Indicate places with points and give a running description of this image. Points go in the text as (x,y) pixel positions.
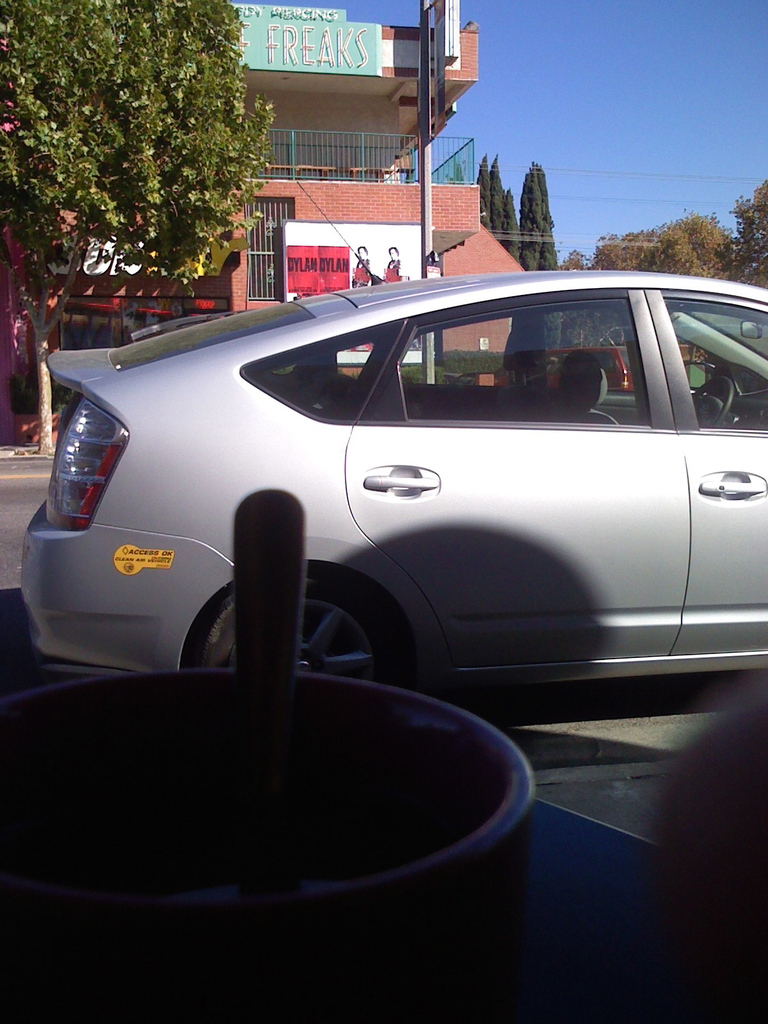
In the image I can see a bowl (418,745) on the table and to the other side there is a car (250,320), house (206,279) to which there are some boards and also I can see some trees (193,4) around.
